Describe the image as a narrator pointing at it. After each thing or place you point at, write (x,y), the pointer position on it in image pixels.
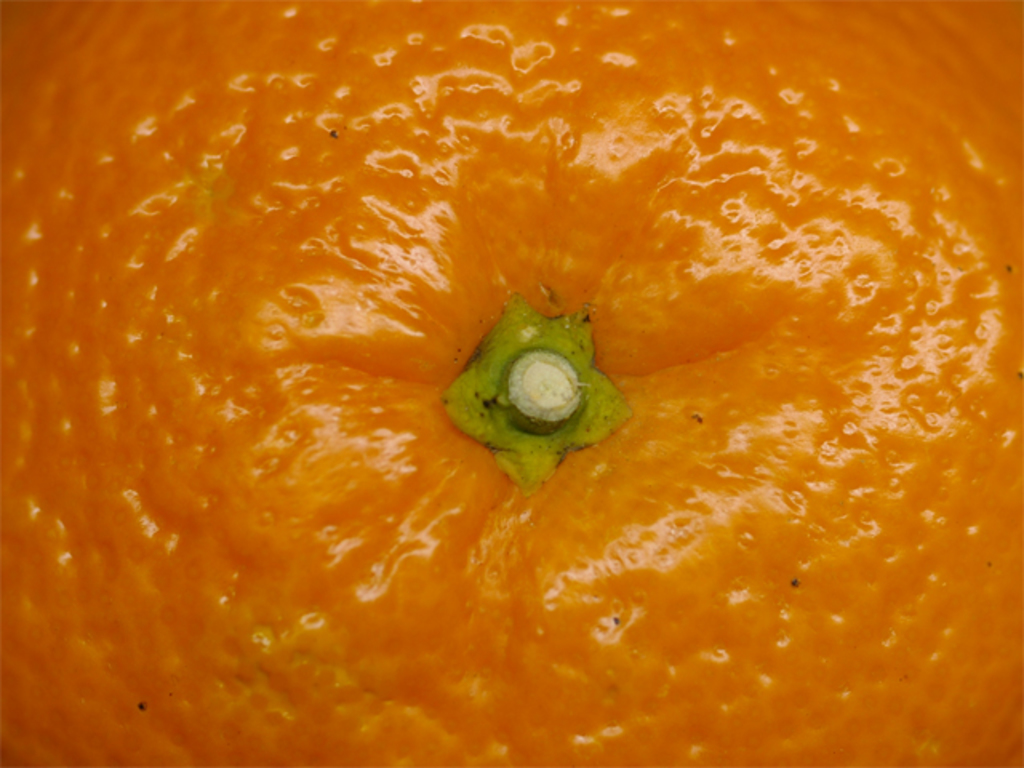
In this image we can see an orange fruit (502,301).
